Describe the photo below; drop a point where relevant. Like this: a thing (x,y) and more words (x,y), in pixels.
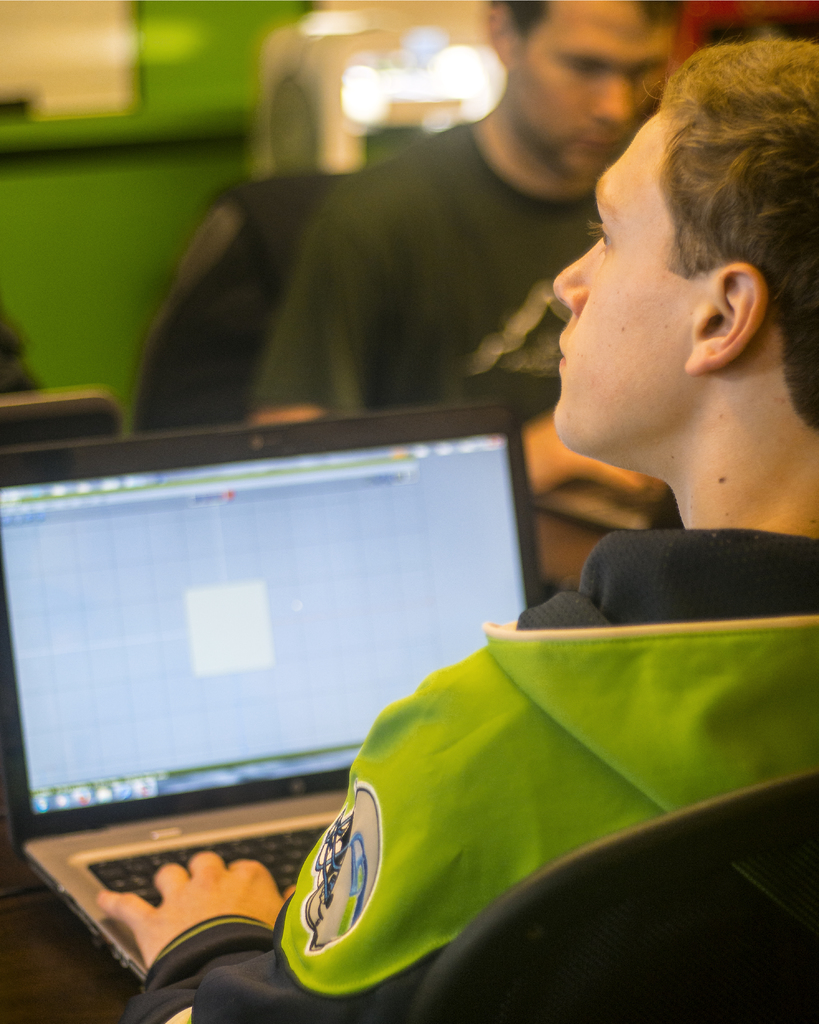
In this picture we can see people (676,785), here we can see a laptop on a platform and in the background (175,225) we can see some objects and it is blurry.
